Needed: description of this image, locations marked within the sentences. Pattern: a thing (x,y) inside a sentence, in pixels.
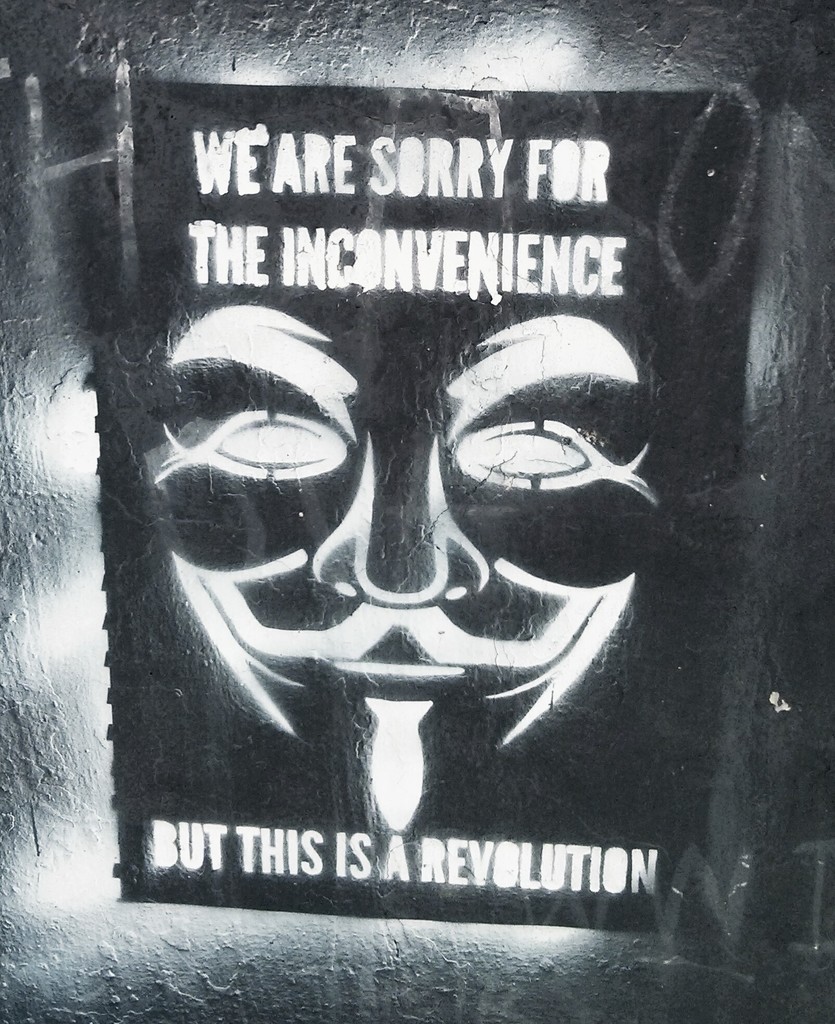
In this image I can see a wall (121,35) and a notice paper (184,247) attached the wall (34,714), on the paper (340,385) I can see image of person (486,572) and text (194,860).
